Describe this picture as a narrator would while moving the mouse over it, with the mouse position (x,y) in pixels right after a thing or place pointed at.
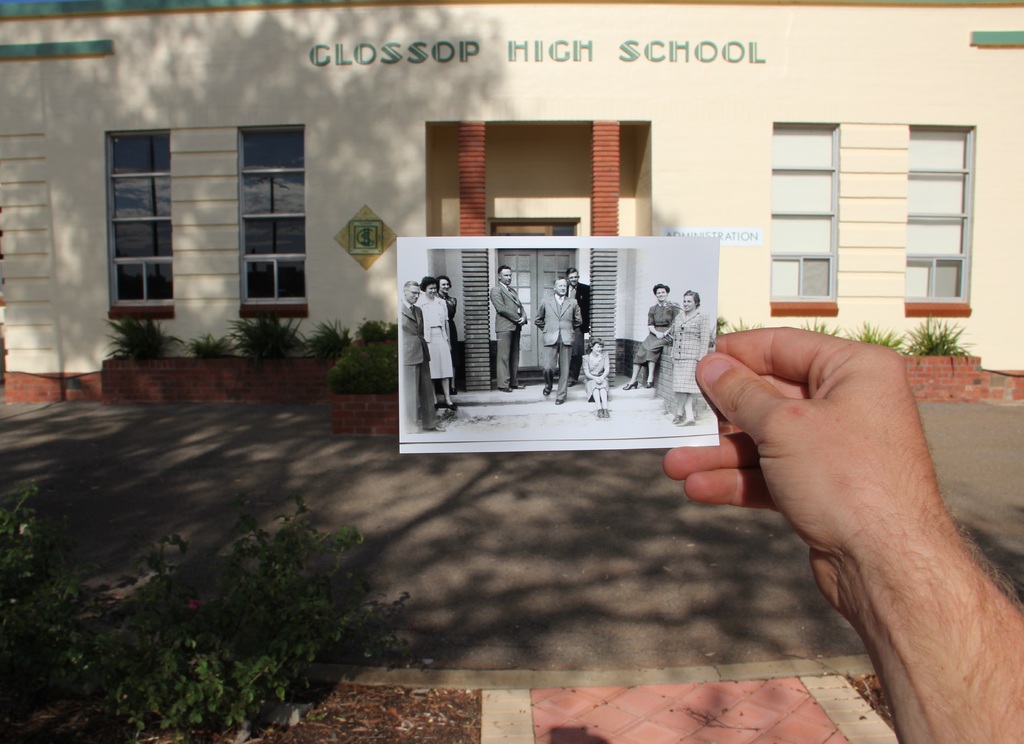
This image consists of a person (868,384) holding a photograph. To the left (164,713), there is a plant (136,703). In the background (145,273), there is a building (344,216) along with window (287,228). At the bottom (484,548), there is a road (484,548).
